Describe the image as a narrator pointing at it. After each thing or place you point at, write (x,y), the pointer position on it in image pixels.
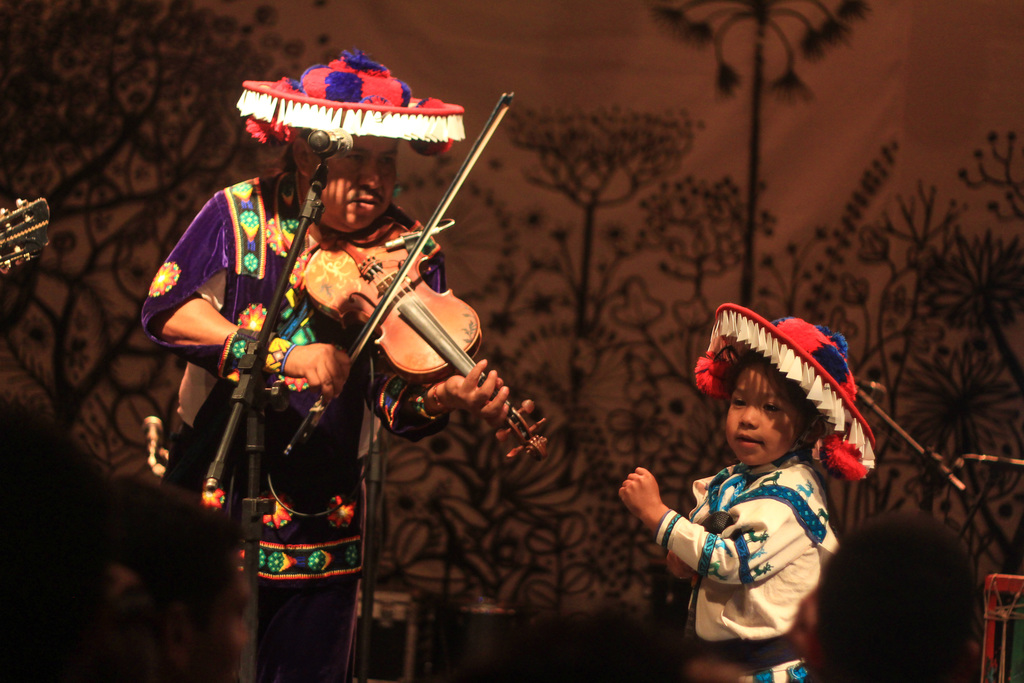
In this image I can see a man (388,180) and a child (814,504), here I can see he is holding a musical instrument (403,329) and both of them are wearing hats (871,431). I can also see a mic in front of him.
